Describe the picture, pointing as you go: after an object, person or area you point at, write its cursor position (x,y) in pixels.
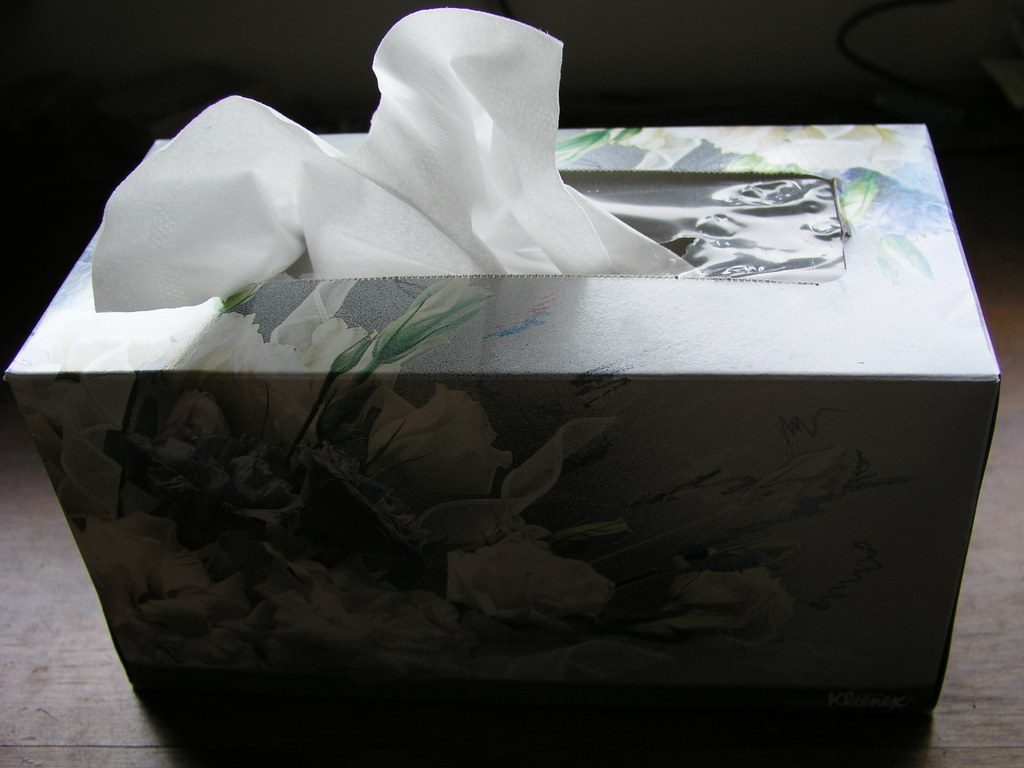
In this image we can see a tissue holder (312,407) placed on the floor (90,650).
